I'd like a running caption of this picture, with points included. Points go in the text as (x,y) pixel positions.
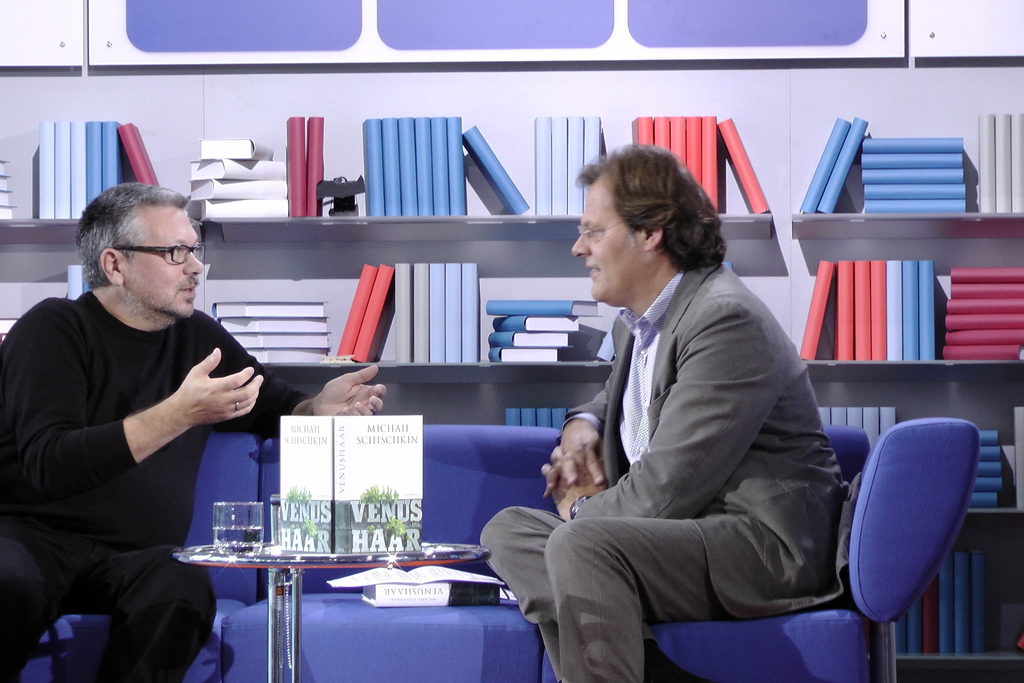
In the center of the image (681,407) we can see two persons (582,485) are sitting on the couch (976,445) and they are wearing glasses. And the right side person (580,454) is smiling, which we can see on his face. Between them, we can see one table (265,555). On the table (273,579), we can see one glass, two books (369,515) etc. On the couch (423,632), we can see one book (440,598) and papers (376,581). In the background (962,67) there is a wall (803,101), shelves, books (113,157) and a few other objects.
